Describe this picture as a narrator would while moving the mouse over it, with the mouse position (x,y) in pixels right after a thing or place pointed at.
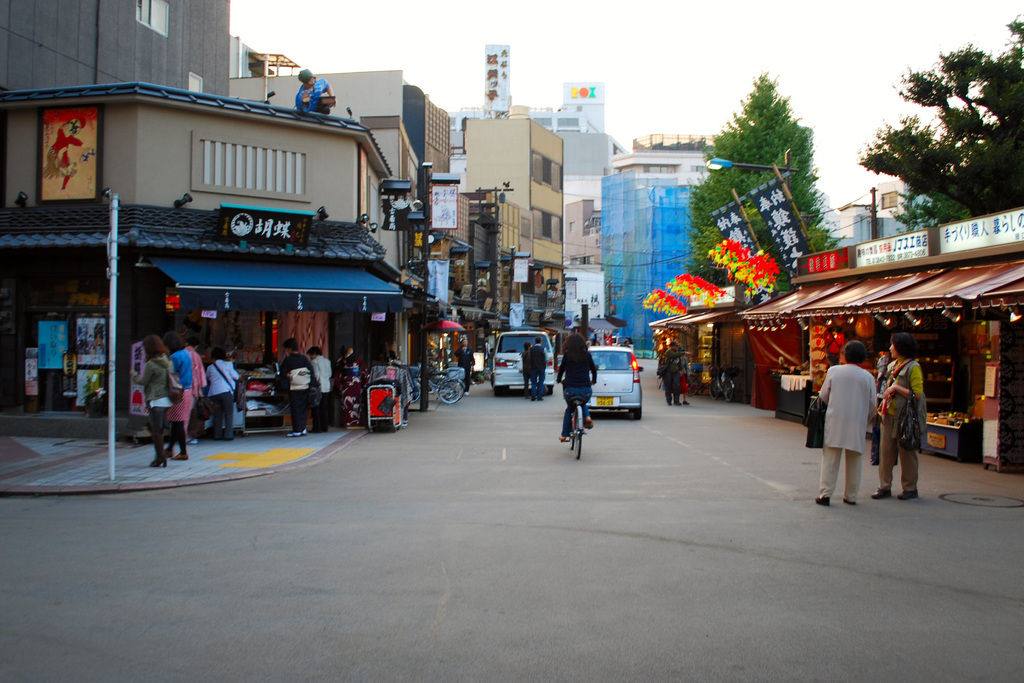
This picture is taken in a street (707,401). In the center (599,452), there is a road (641,511). On the road (589,437), there are vehicles (603,356) which are in white in color. In the center (588,422), there is a woman (575,377) riding a bicycle (572,432). Towards the right (902,470), there are two women (903,398) holding bags (821,431). Behind them, there are stores (916,303) with boards (982,220). Towards the left (187,268), there are buildings (501,178). Before the buildings (271,317), there are people (303,381). On the top right (903,152), there are trees (692,201). At the top (475,30), there is a sky (637,87).
